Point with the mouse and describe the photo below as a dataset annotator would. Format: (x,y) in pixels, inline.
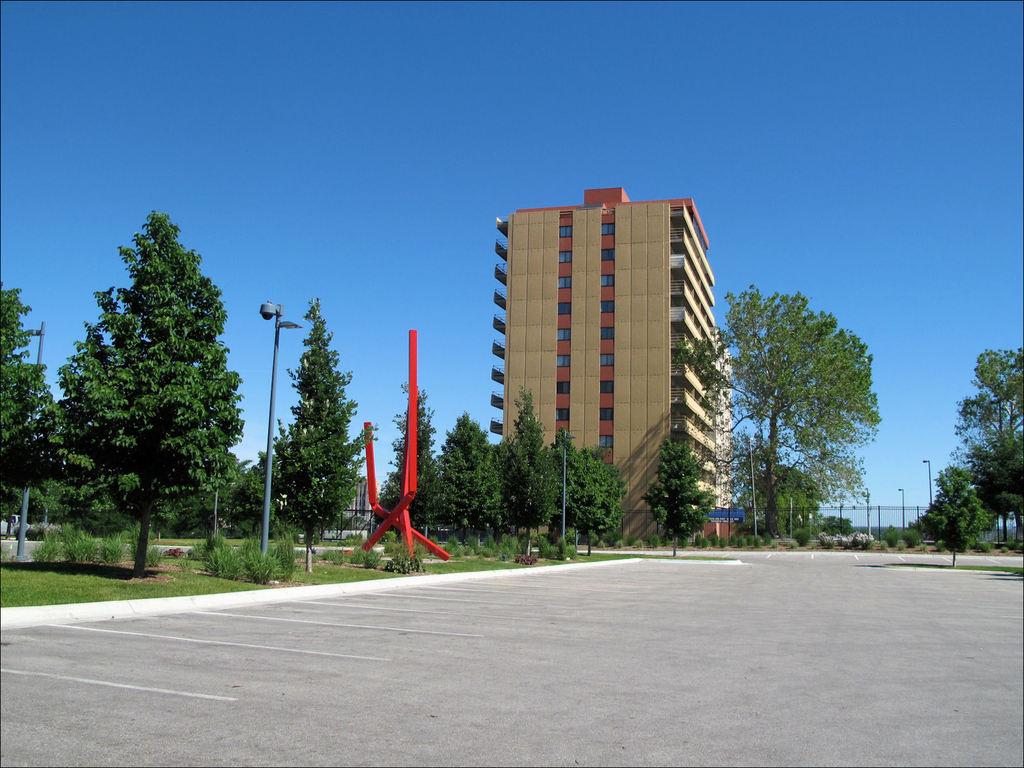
This image is clicked outside. There are trees (144,551) in the middle (518,428). There is building (667,352) in the middle (573,346). There is sky (487,34) at the top (405,168). There are bushes (414,561) in the middle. There is light (264,539) on the left side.
